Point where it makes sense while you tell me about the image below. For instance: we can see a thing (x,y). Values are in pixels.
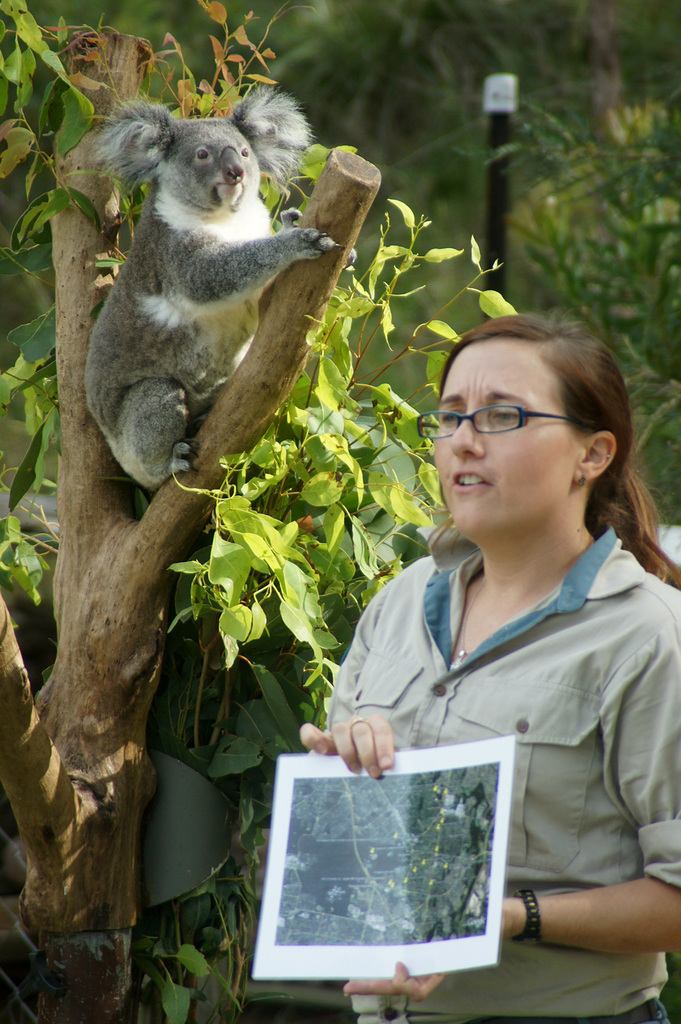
Here we can see a woman (468,685) holding a paper (398,770) with her hands (399,986) and she has spectacles (442,413). Here we can see trees (329,461), pole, and an animal (214,219).
